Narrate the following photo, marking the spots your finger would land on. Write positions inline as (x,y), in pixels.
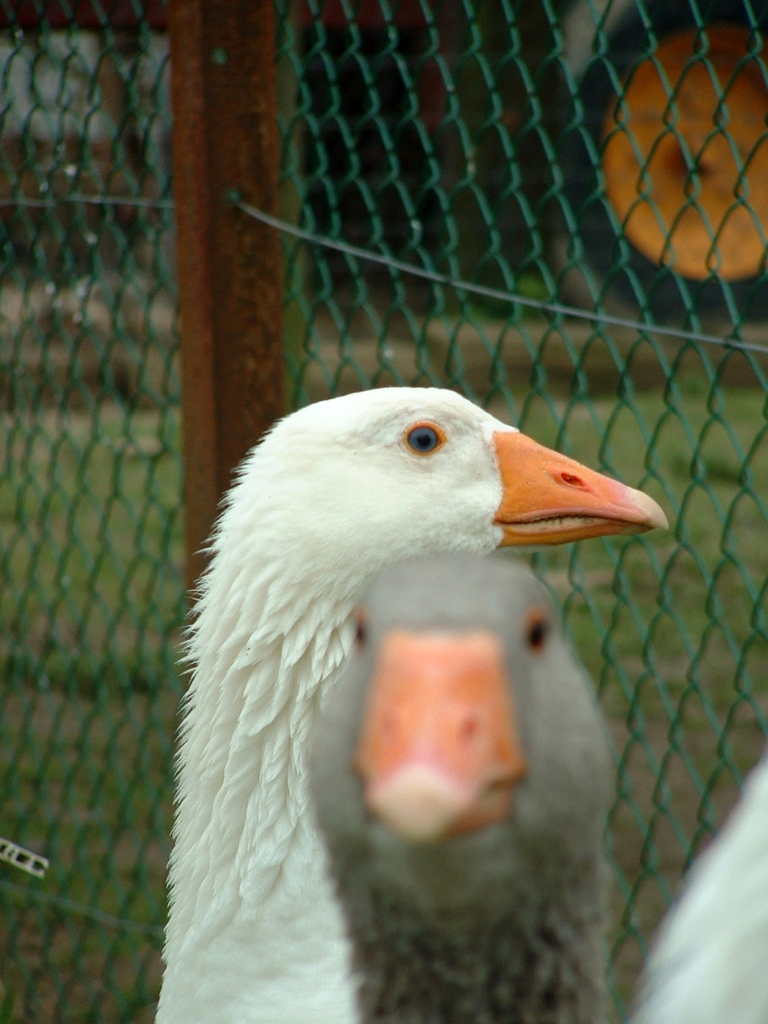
In this picture we can see a few birds (342,911). There is some fencing (45,499). Through this fencing (53,745), we can see some grass (669,463) on the ground (695,497). We can see some objects (128,32) in the background (162,10).
